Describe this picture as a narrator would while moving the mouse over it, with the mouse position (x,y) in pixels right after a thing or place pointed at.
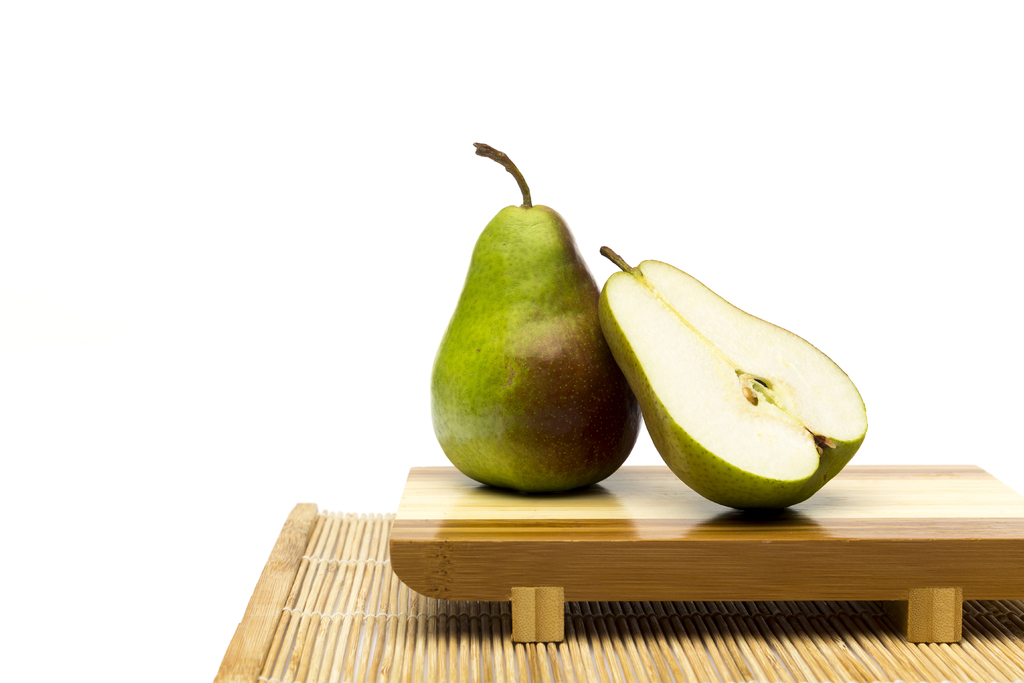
In this image we can see pears (539,396) placed on the tray (608,483). At the bottom (509,644) there is a mat (431,641).
